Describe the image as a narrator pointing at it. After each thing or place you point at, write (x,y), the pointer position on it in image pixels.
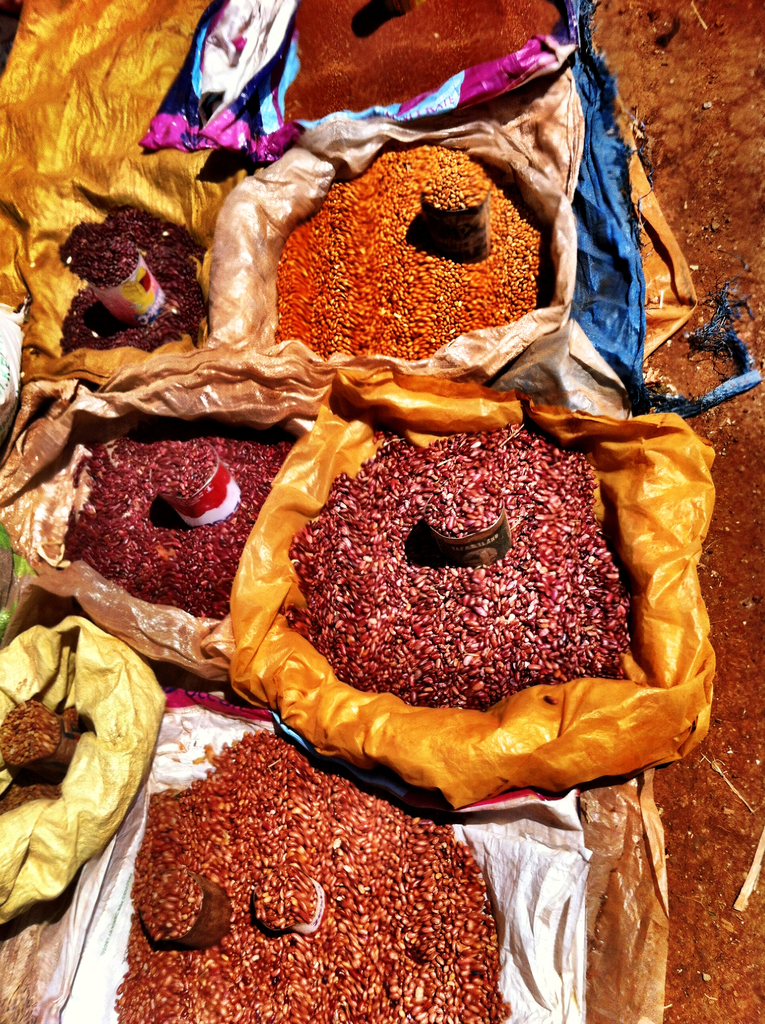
In this image I can see few clothes (259,211) which are gold, blue, pink and white in color and on the clothes (592,414) I can see few grains (417,219) which are brown, orange, red in color and I can see few containers (240,492) in which I can see the grains (176,475). To the right side of the image (759,229) I can see the ground (733,133).
